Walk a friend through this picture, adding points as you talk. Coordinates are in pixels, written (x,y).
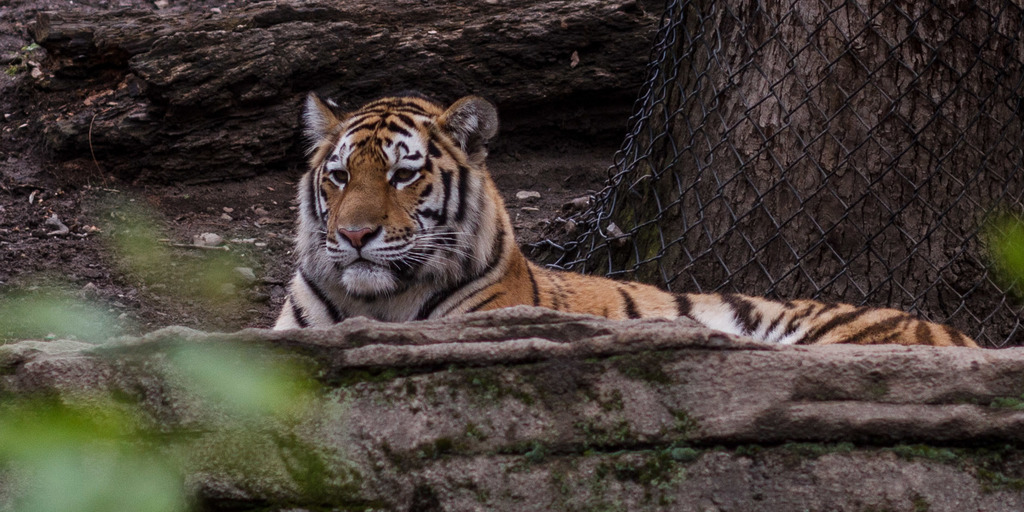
In this picture I can observe a tiger (466,290) sitting on the ground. In the background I can observe an open land (69,156). On the right side (758,115) there is a tree (767,161).
